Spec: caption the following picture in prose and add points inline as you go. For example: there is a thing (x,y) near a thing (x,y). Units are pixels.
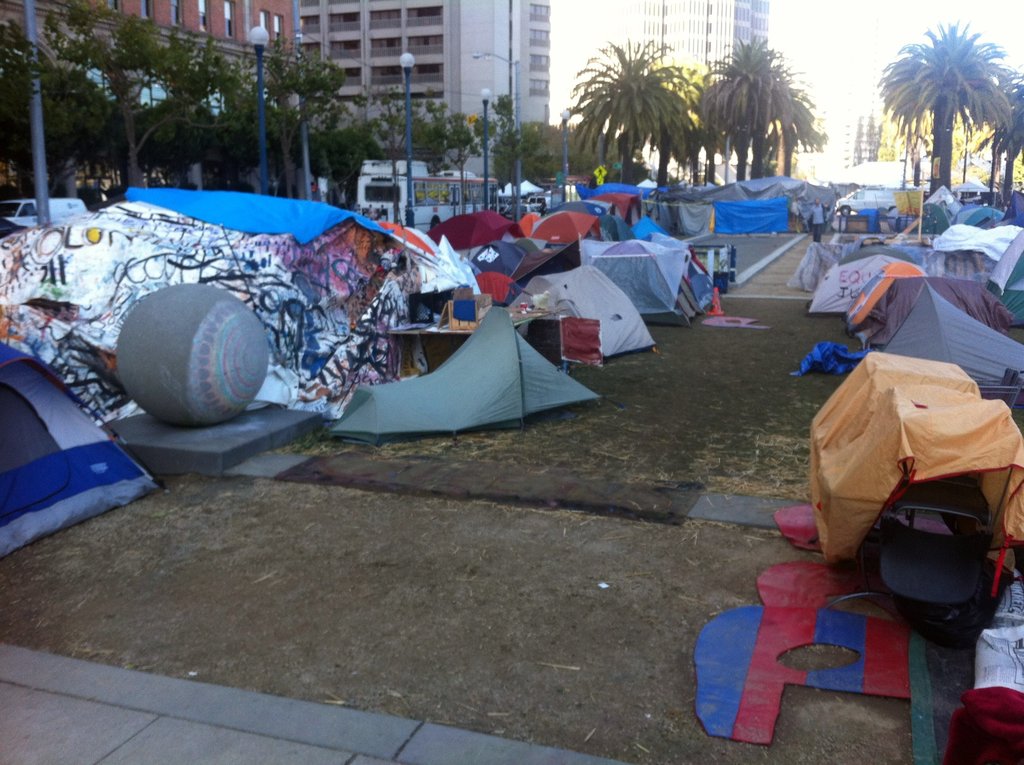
In this image, I can see the tents (705,211). This looks like a table (438,326) with a cardboard box (465,327). I think this is the sculpture (170,405) of a ball (170,405), which is placed on the stone (192,452). These are the streetlights (261,174). I can see a bus (434,193) and a van (66,212) on the road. These are the trees (660,96). I can see the buildings (513,27) with windows (709,49). This looks like a flag (915,201) hanging to the pole (923,205).
